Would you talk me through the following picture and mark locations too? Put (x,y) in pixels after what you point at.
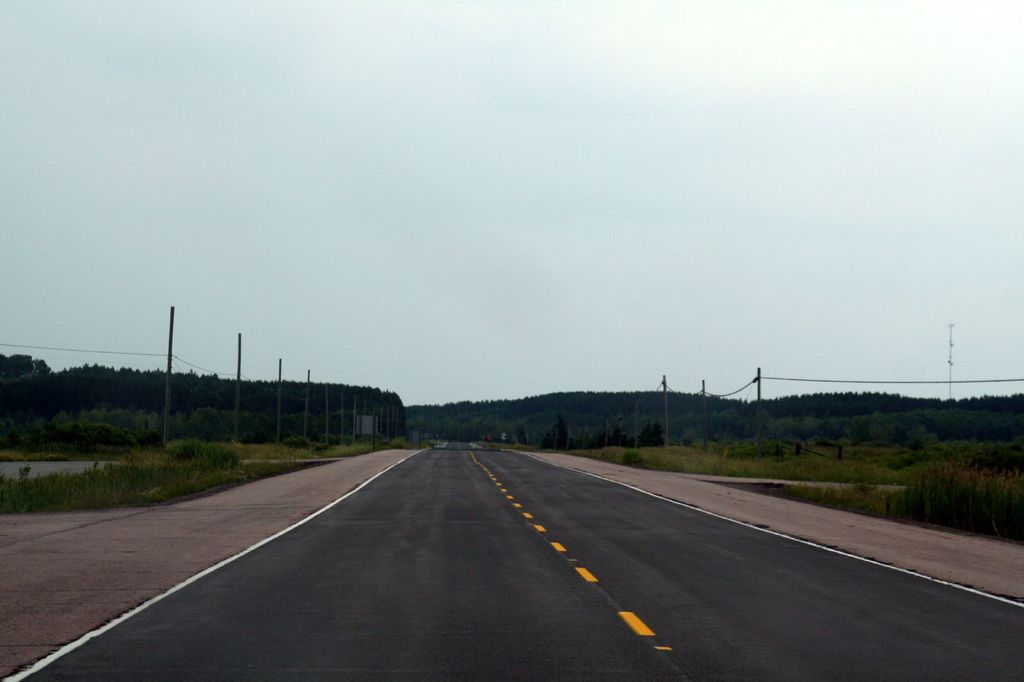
In this image at the bottom there is a road (791,558), on the right side (950,496) and left side (317,413) there are some trees (655,424), plants (880,492), poles (759,414) and wires (152,355). In the background (448,414) there are trees (848,416), on the top of the image (564,134) there is sky (789,188).
